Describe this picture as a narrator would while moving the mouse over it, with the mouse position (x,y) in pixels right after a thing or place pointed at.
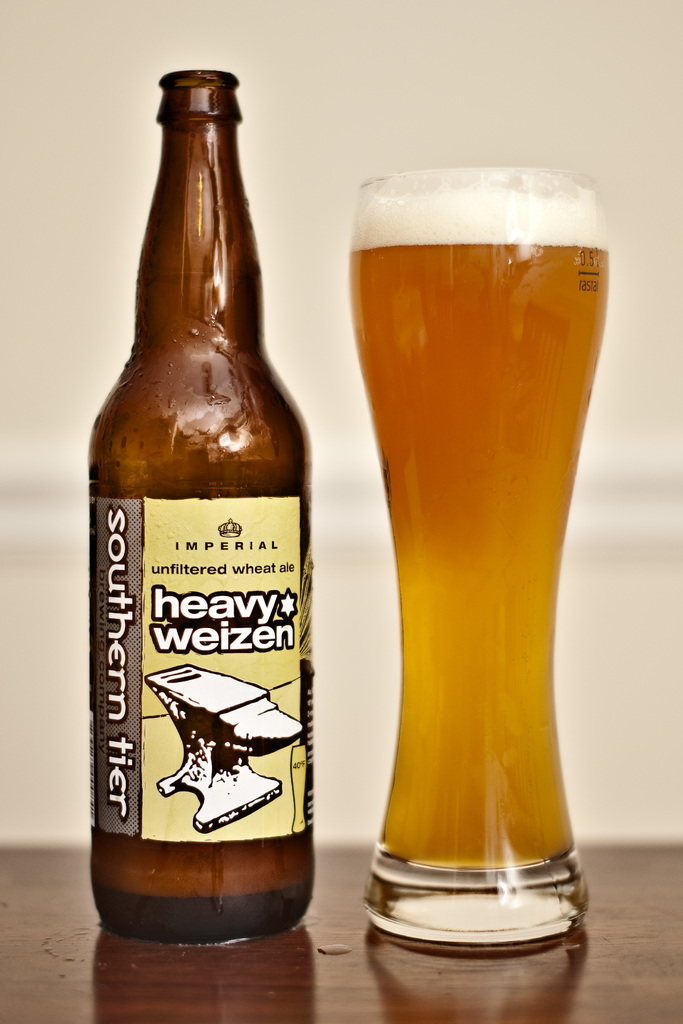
In this image I can see a beer bottle (225,668) with a label (232,612) attached to it. And this is a beer glass (477,415) with glass (496,427) full of beer (492,528) which are placed on the table (423,997).
